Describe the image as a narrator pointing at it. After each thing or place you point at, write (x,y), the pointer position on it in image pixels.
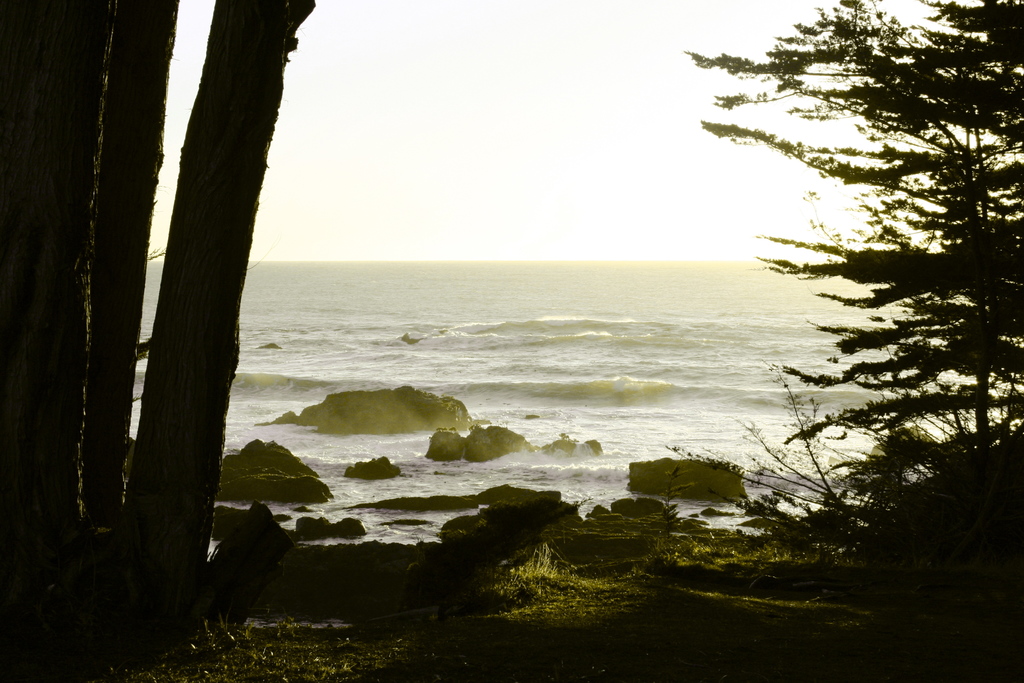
In this image in the front (111,359) on the left side (112,376) there are trees (138,359). On the right side (980,273) there are plants (966,288) and in the background (490,334) there is an ocean (561,326).
